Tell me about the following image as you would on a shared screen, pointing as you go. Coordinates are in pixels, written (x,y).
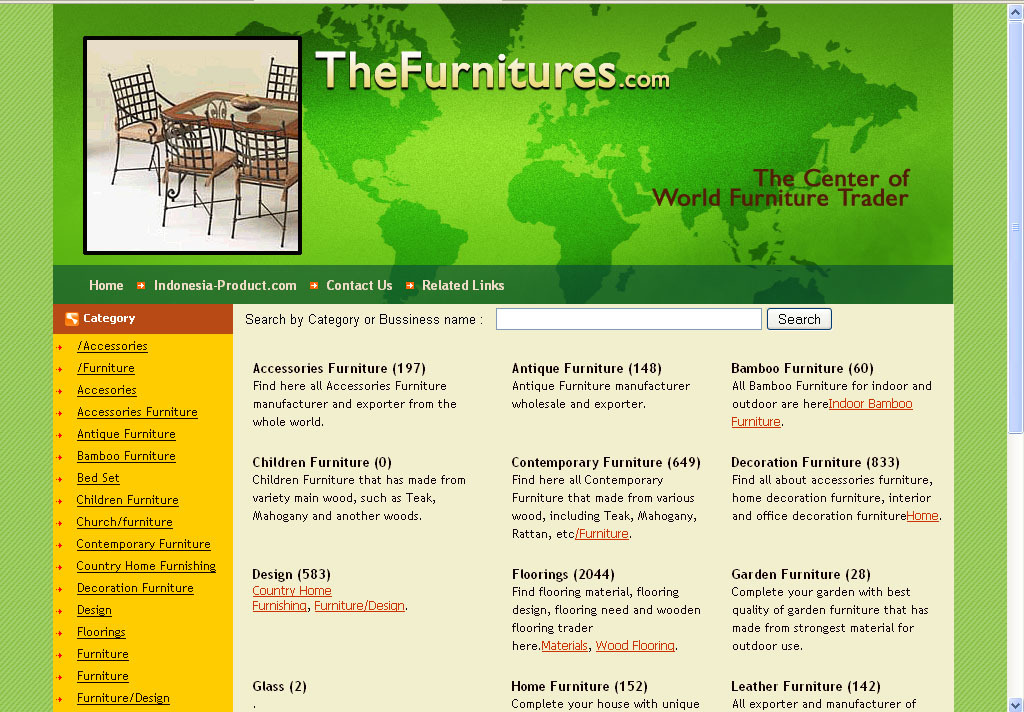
Here in this picture we can see a web page (949,45), in which we can see a picture (188,238) of a table (211,121) and chairs (212,156) and we can also see some text (170,283) present.
